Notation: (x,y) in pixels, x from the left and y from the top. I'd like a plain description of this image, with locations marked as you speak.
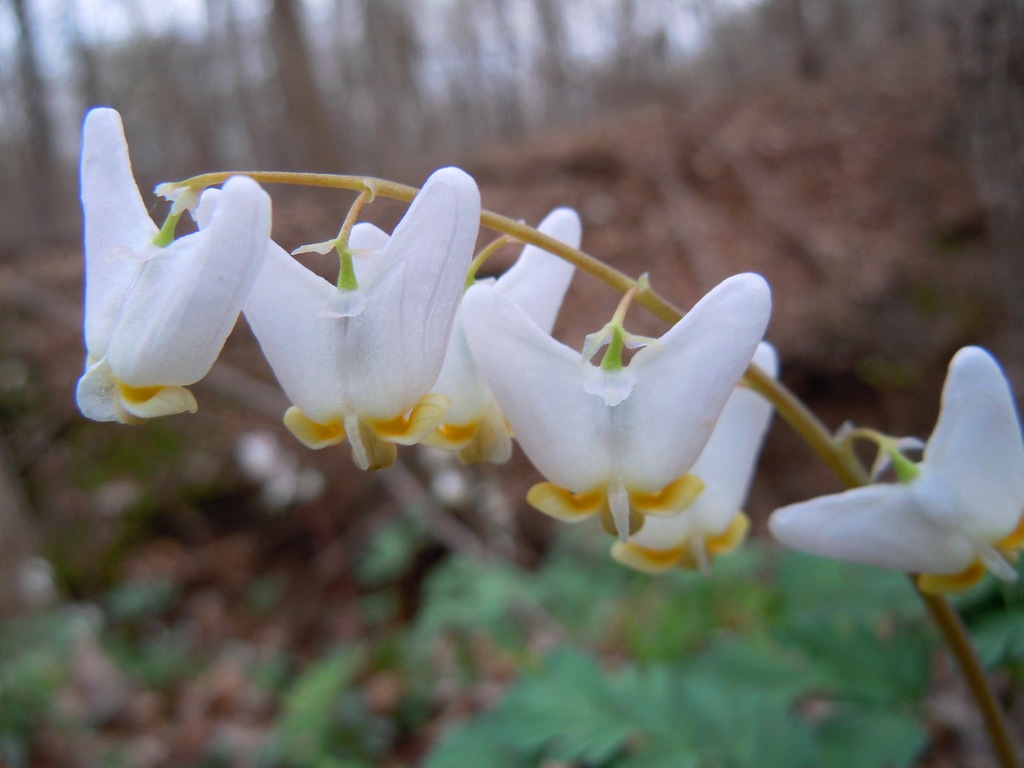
In the picture I can see white color flowers (552,309) of a plant (629,513) and the background of the image (449,2) is blurred, where I can see trees (1005,94).
